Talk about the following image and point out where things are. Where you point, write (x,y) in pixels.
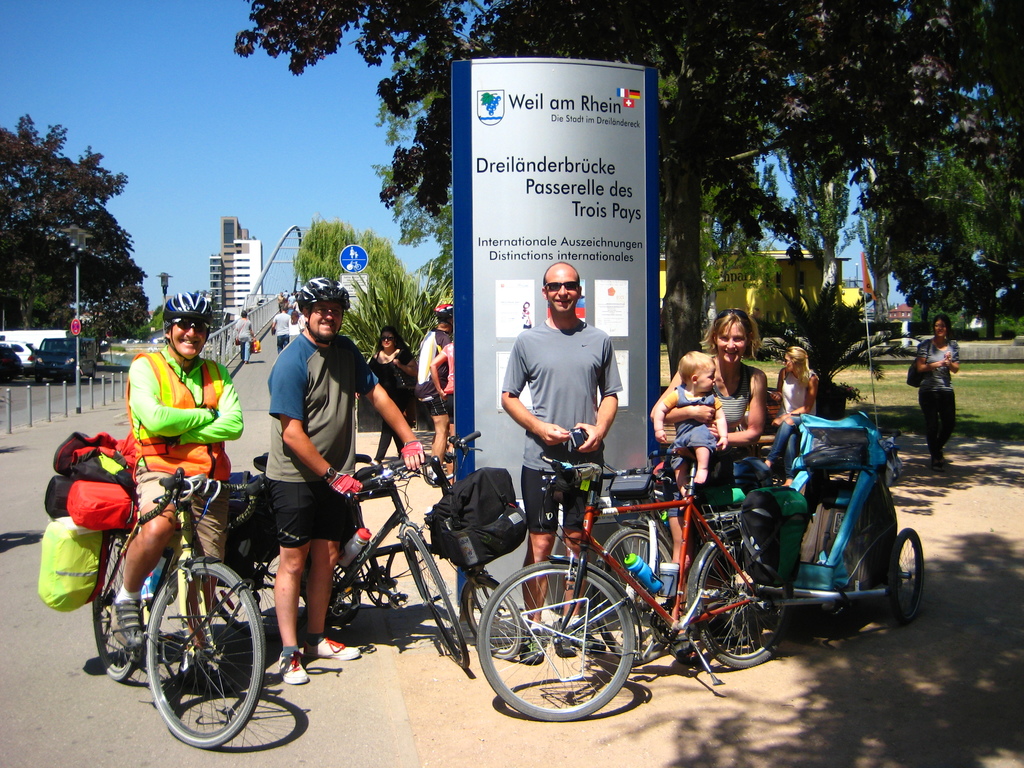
There are few people (340,456) on bicycles (746,621) and there are trees (892,256) on the background (244,261) and buildings (238,274) and on left side (269,314) there is bridge (271,302) at back (250,313). There is a car (67,358) on left side (54,366) and sky (190,88) over the top.
